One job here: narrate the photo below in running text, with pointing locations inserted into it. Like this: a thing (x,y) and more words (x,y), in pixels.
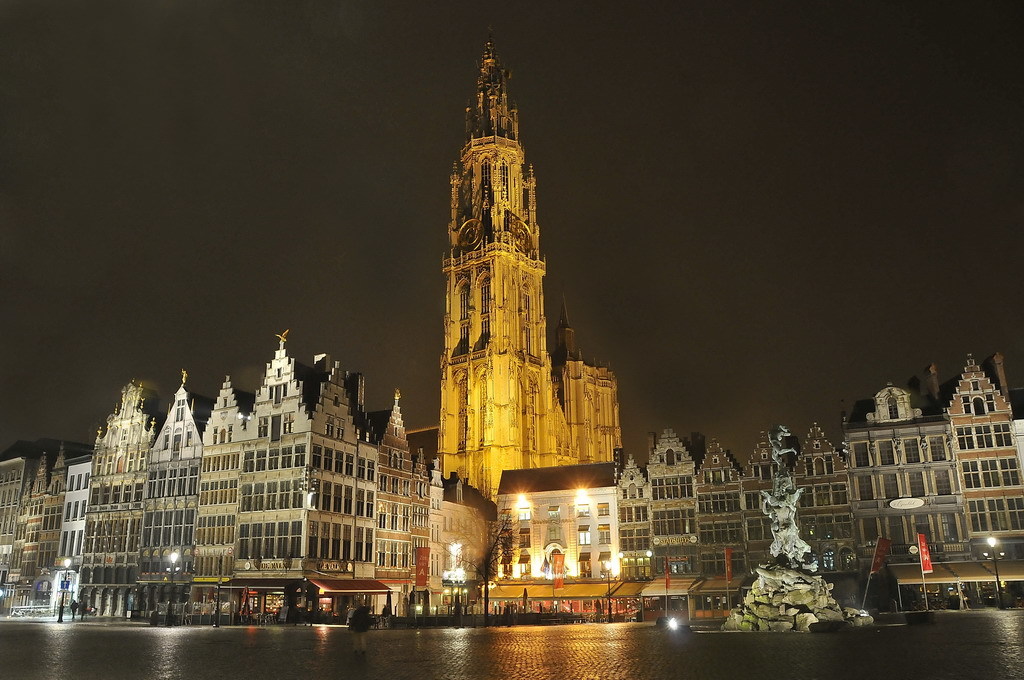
In this picture there is a tower (470,256) in the center of the image (529,422) and there are other buildings (921,476) on the right (849,487) and left side of the image (223,561) and there are stalls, posters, and poles (170,558) at the bottom side of the image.
